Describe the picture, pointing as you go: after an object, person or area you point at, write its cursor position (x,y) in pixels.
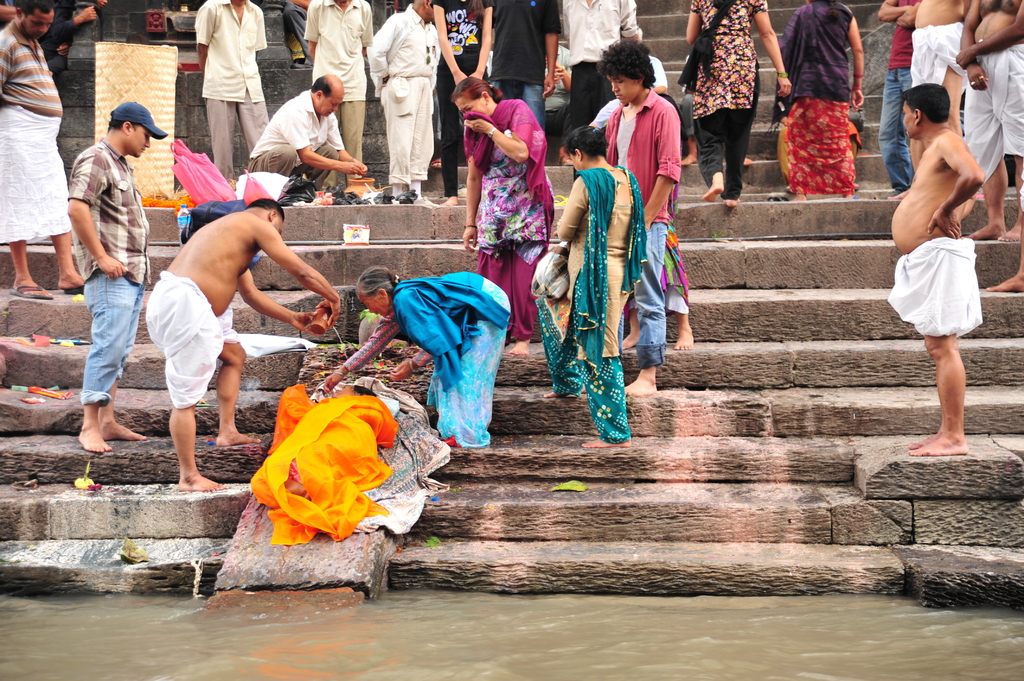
In this picture, we can see a few people (251,206), and a few (251,206) are holding some objects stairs (693,331), water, and we can see some objects (342,425) like cloth (308,414), bags (260,183), bottle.
